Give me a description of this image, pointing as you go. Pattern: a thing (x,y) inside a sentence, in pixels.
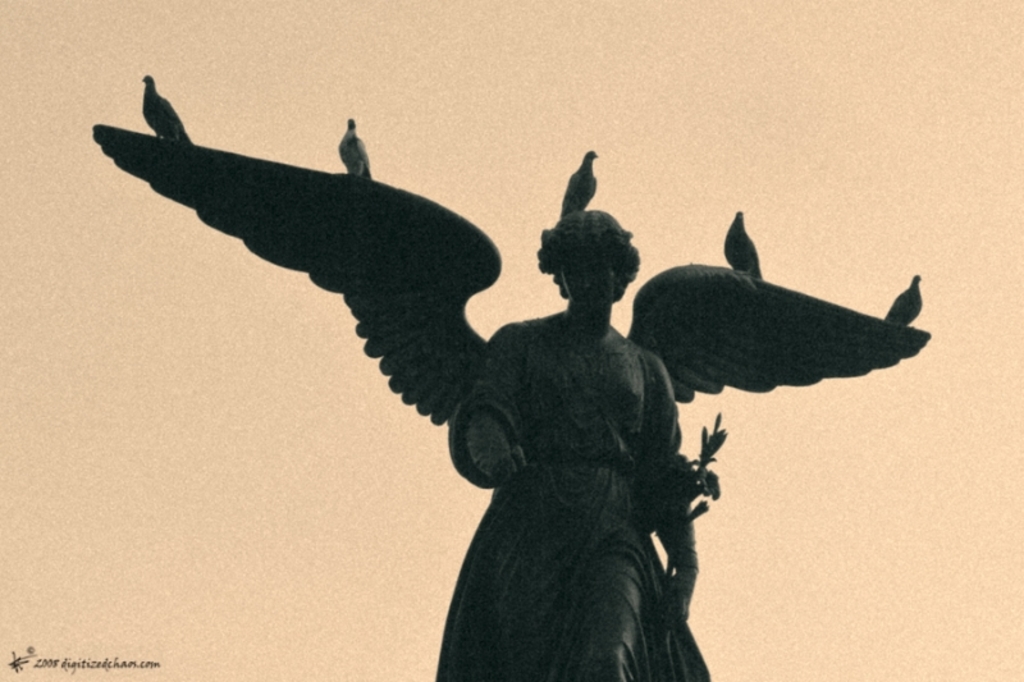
We can see birds (577,205) on sculpture (600,318). In the background (929,164) it is cream color. In the bottom left side of the image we can see text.
